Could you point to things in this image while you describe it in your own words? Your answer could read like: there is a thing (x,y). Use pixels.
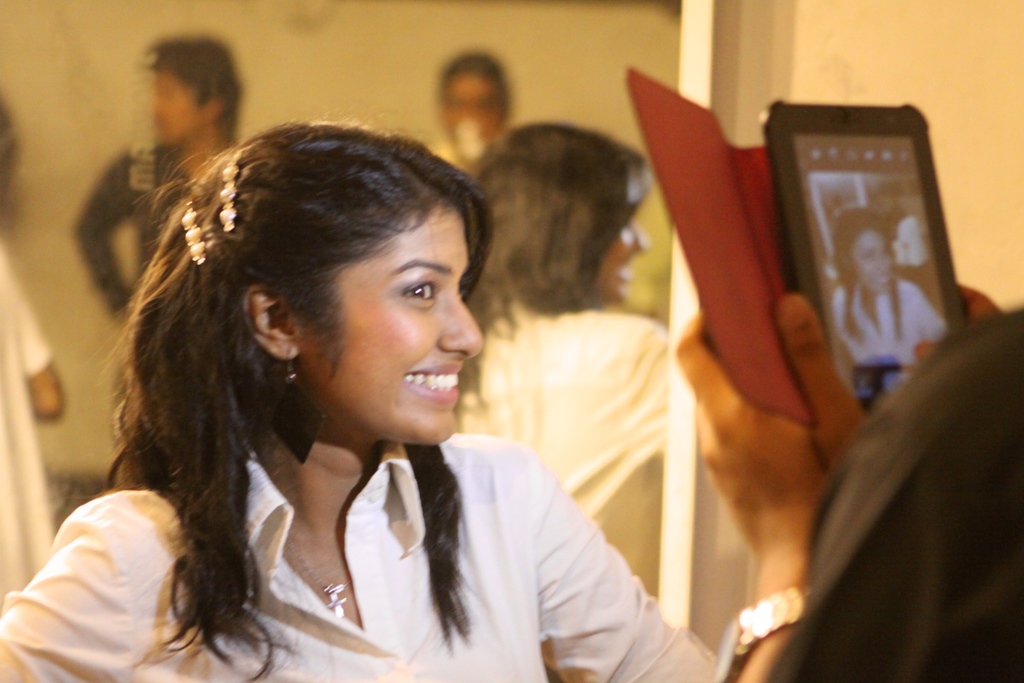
In this picture I can see a girl (442,378) sitting in front of the mirror (499,402), one person (777,509) holding camera (786,175) and taking picture.
